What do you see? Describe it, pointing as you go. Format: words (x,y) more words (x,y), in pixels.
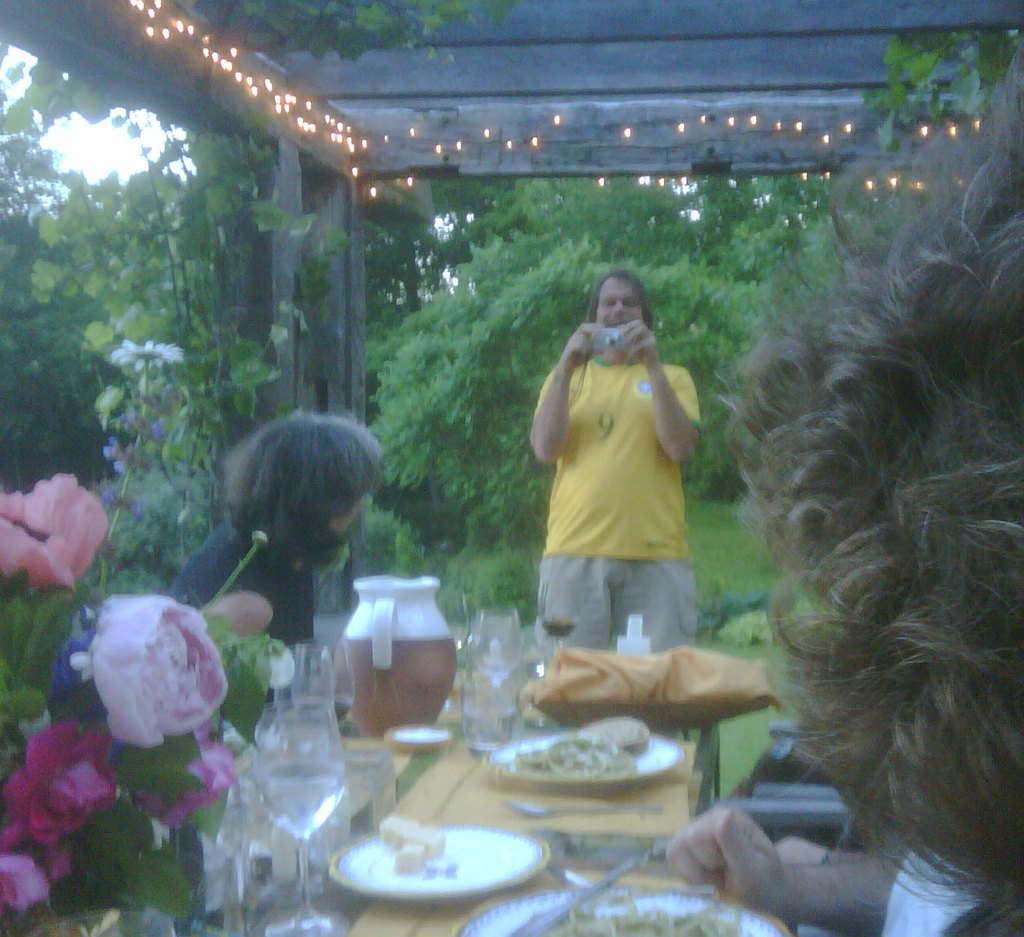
In this image we can see a few people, among them some are sitting on the chairs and one person (633,334) is standing and holding a camera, there is a table (468,761) with some objects (440,657) on it, objects (455,670) are plates (486,839), glasses (330,812), spoon (643,850), mugs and other, we can see some flowers (136,657), plants (200,429) and trees (767,297).
